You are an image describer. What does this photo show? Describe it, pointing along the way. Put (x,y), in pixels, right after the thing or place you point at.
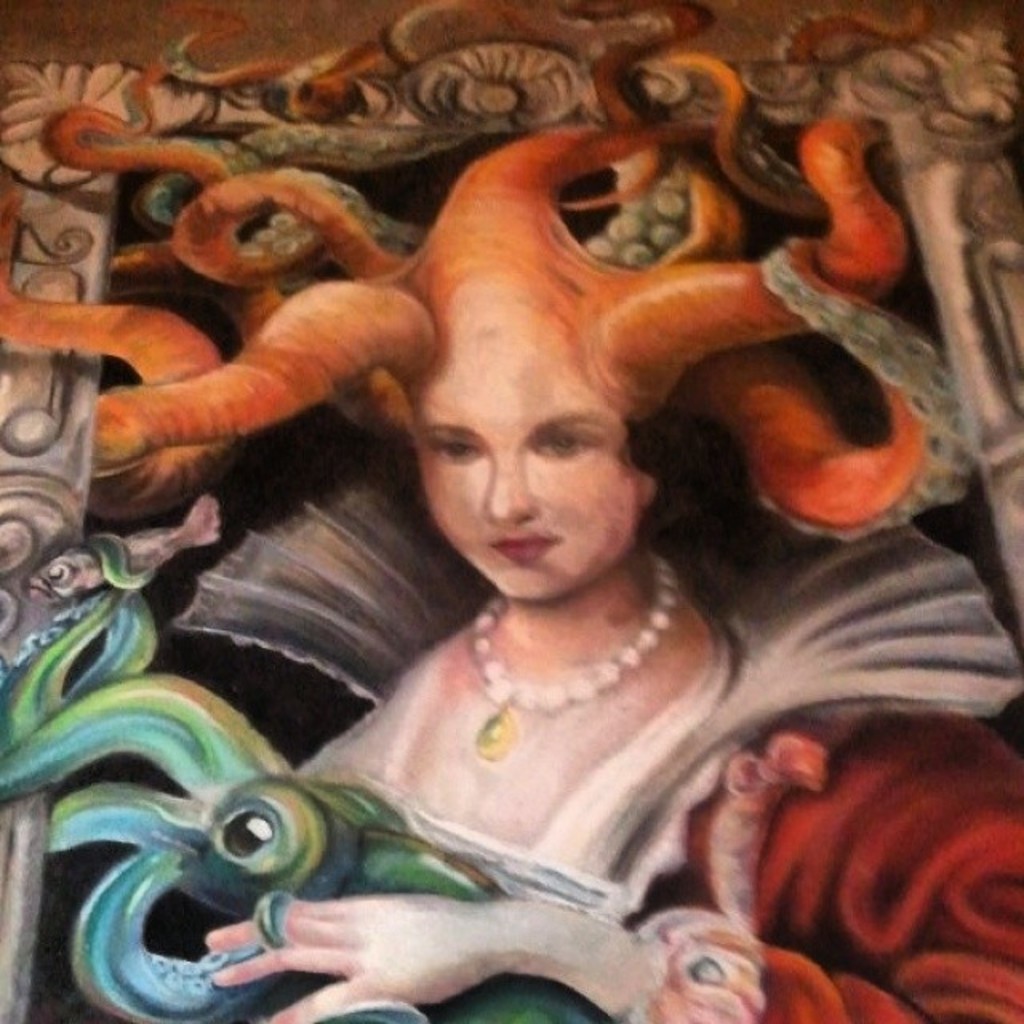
In this image we can see a painting (529,618) of a person (511,652) and some design (183,331).
